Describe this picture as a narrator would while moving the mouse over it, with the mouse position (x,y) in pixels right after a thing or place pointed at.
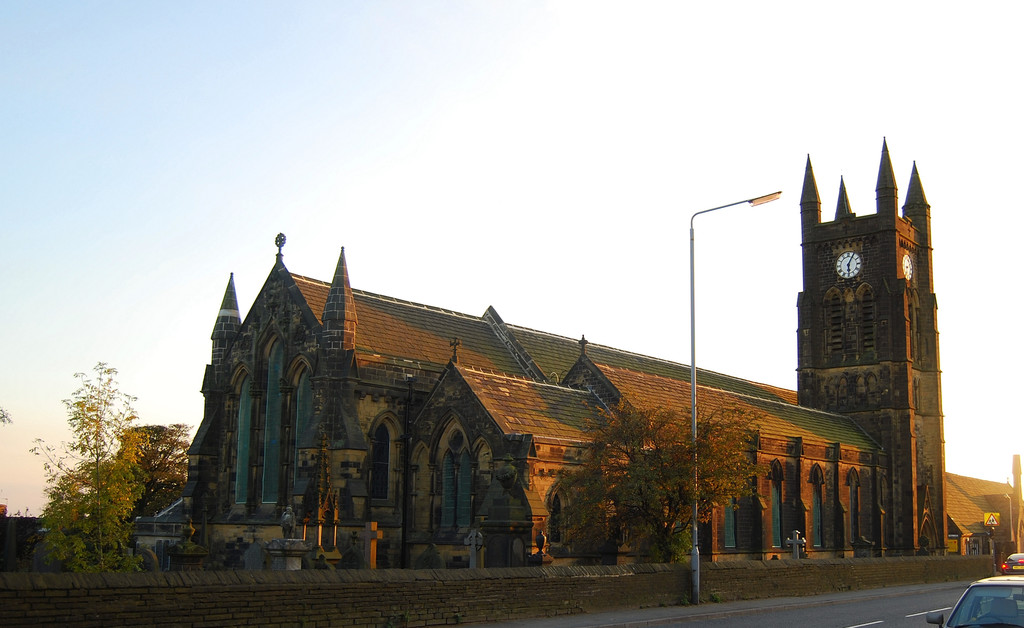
On the right (969,605) at the bottom corner (950,616) we can see vehicles (995,598) on the road (940,604). In the background (395,431) we can see buildings (788,519), windows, trees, sign board pole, street lights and sky (687,338).
